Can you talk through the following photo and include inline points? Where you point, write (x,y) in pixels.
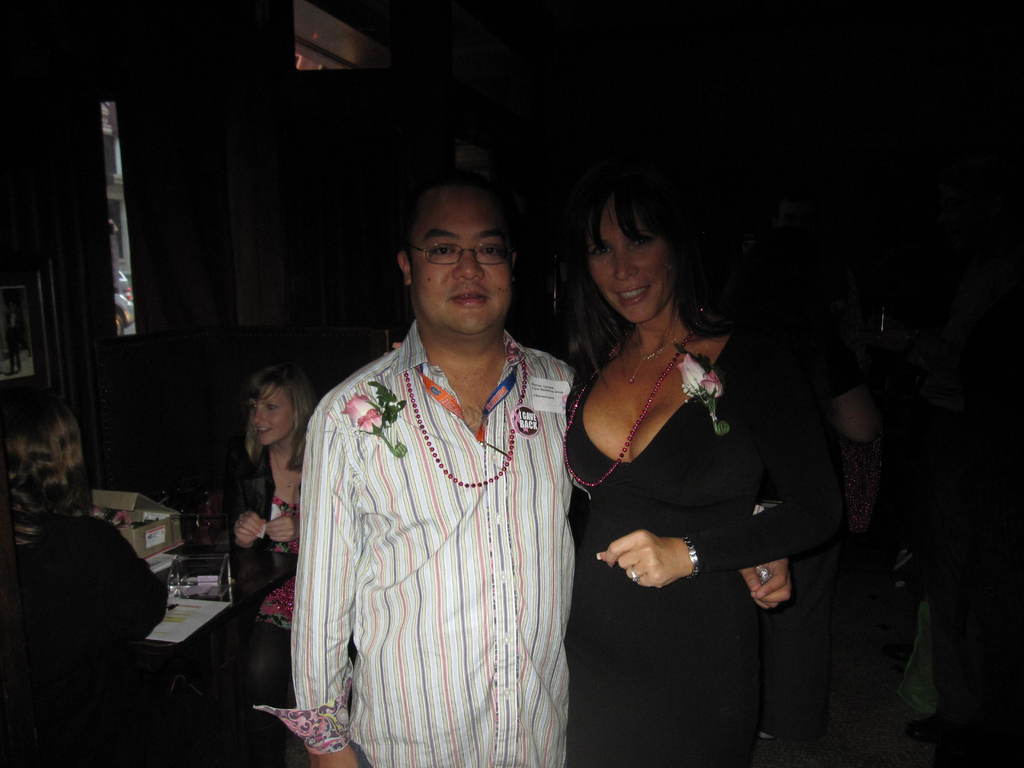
In the center of the image (380,495) we can see two persons (428,583) are posing for a photo. On the left side of the image (76,571) we can see two persons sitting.
